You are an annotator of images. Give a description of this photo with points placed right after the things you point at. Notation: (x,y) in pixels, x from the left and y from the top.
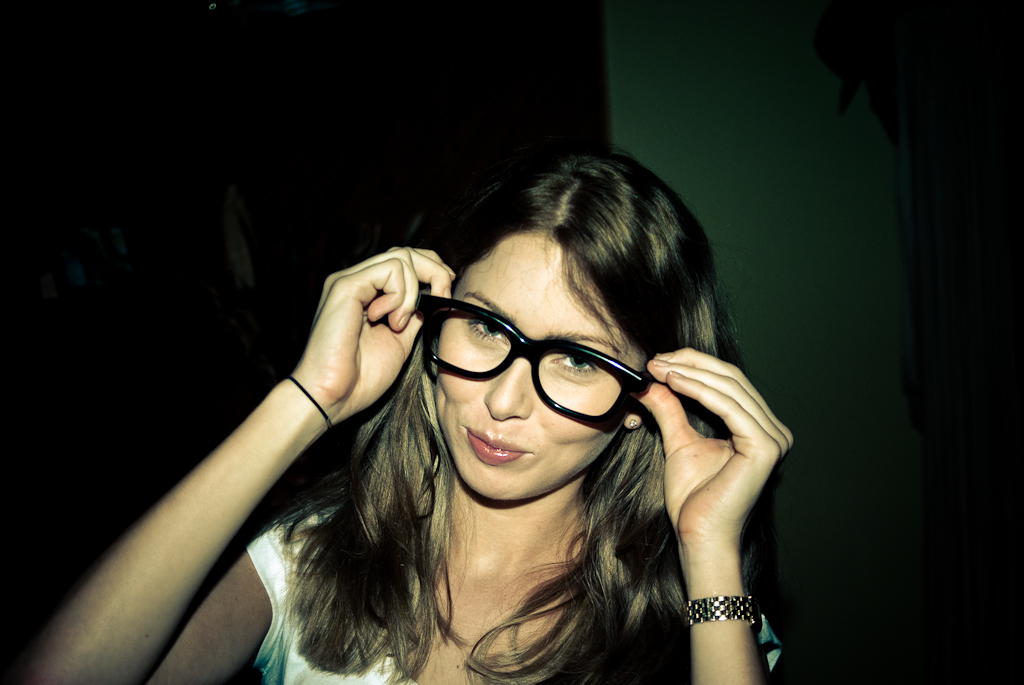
In this image we can see a lady (567,428) holding specs (514,360), behind her we can see the wall (718,129), and the background (786,309) is dark.
